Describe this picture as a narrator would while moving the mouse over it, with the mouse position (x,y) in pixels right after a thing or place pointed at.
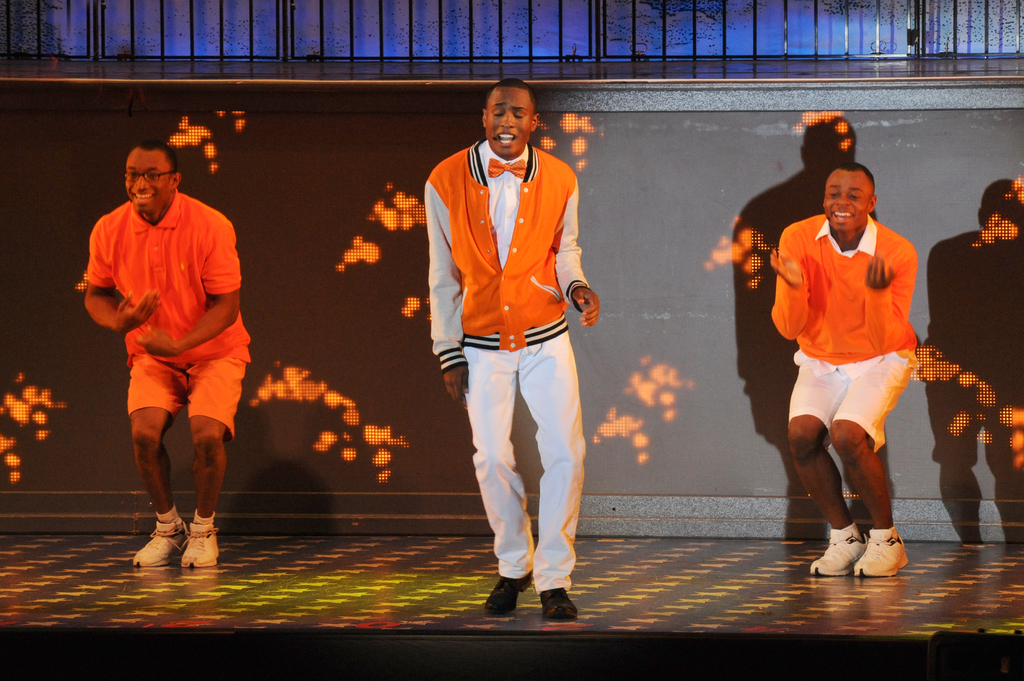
In this image, I can see three people (471,353) dancing on the floor (310,557). Behind these people (450,277), It looks like a screen (288,138). At the top of the image (159,48), I can see the iron grilles (877,18).
